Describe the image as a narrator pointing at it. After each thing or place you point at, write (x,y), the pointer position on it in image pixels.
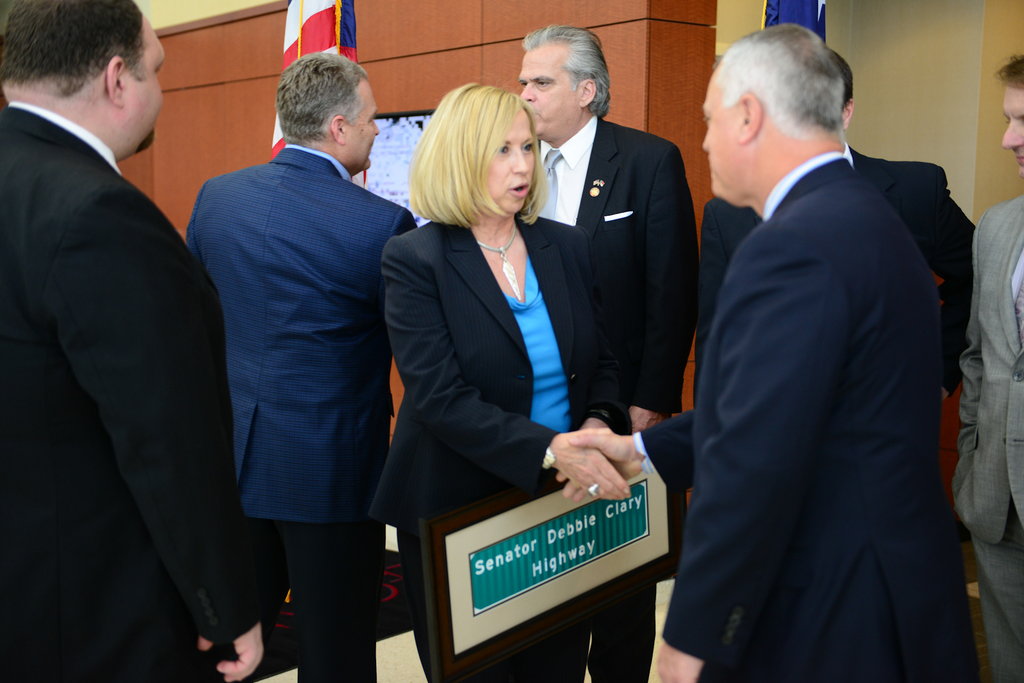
In this picture we can see a group of people (688,454) standing and a woman (509,435) is holding a name board (555,575). Behind the people (385,331) there are flags (341,27) and an object (391,145) on the wooden wall (534,29).
